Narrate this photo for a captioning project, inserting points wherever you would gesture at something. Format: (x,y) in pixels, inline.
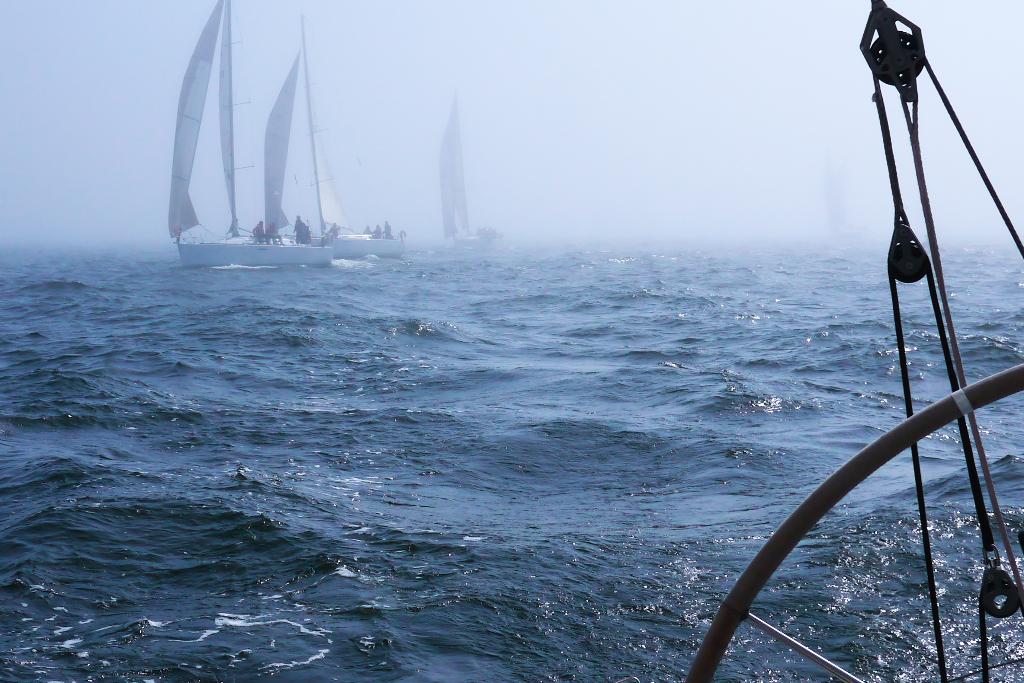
The picture is taken in the ocean (489,498). On the right (919,417) there is steering (939,408) and cable (916,163). In the background (321,254) there are ships (388,240), in the ships (304,257) there are people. There is water (492,391) in the picture. In the background (86,89) it is foggy.
